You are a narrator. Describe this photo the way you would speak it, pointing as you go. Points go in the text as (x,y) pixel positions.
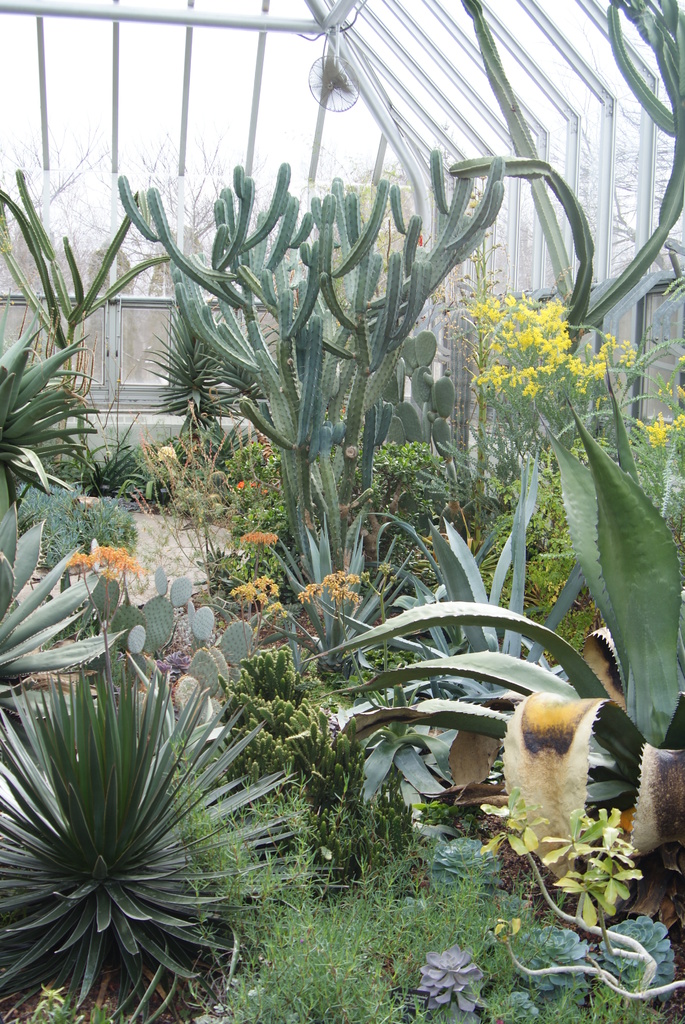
In this picture, we see the grass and the different kinds of plants (345,596). Some of the plants (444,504) have flowers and these flowers (279,608) are in orange and yellow color. In the background (87,159), there are trees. This picture might be clicked in the plant nursery (25,98).
